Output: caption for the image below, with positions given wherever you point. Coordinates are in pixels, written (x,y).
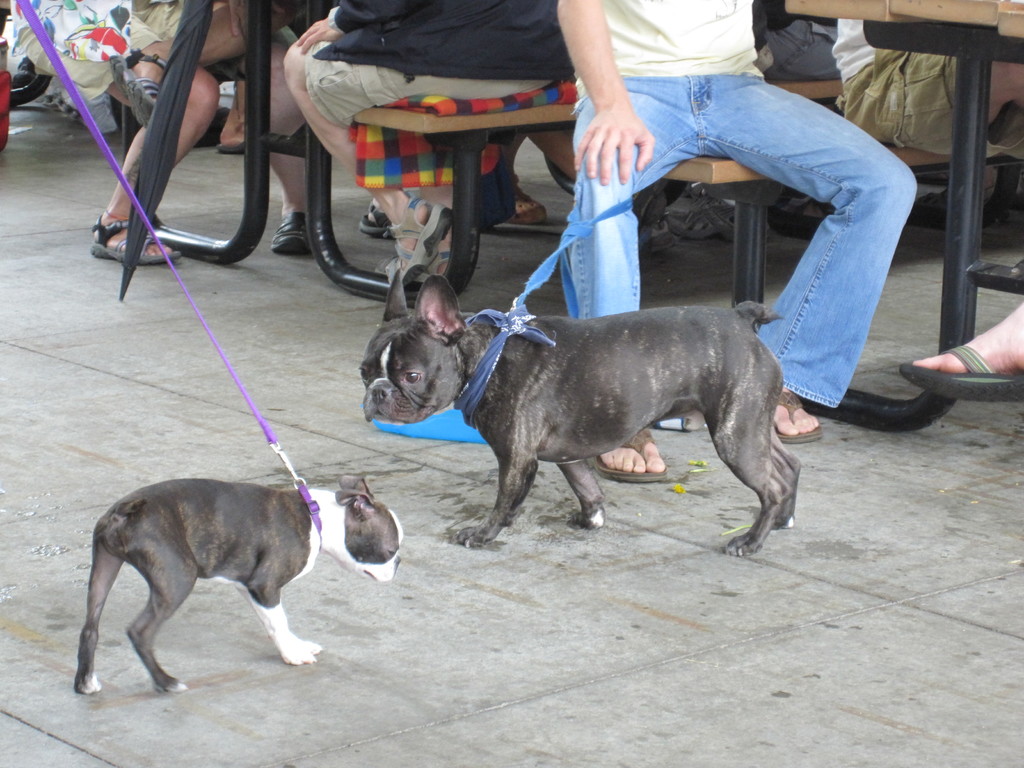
In this image I can see two black colour dogs (384,386) are standing in the front (752,369). In the background (594,73) I can see number of people (803,155) are sitting on benches (254,165) and I can also see an umbrella (203,20).
